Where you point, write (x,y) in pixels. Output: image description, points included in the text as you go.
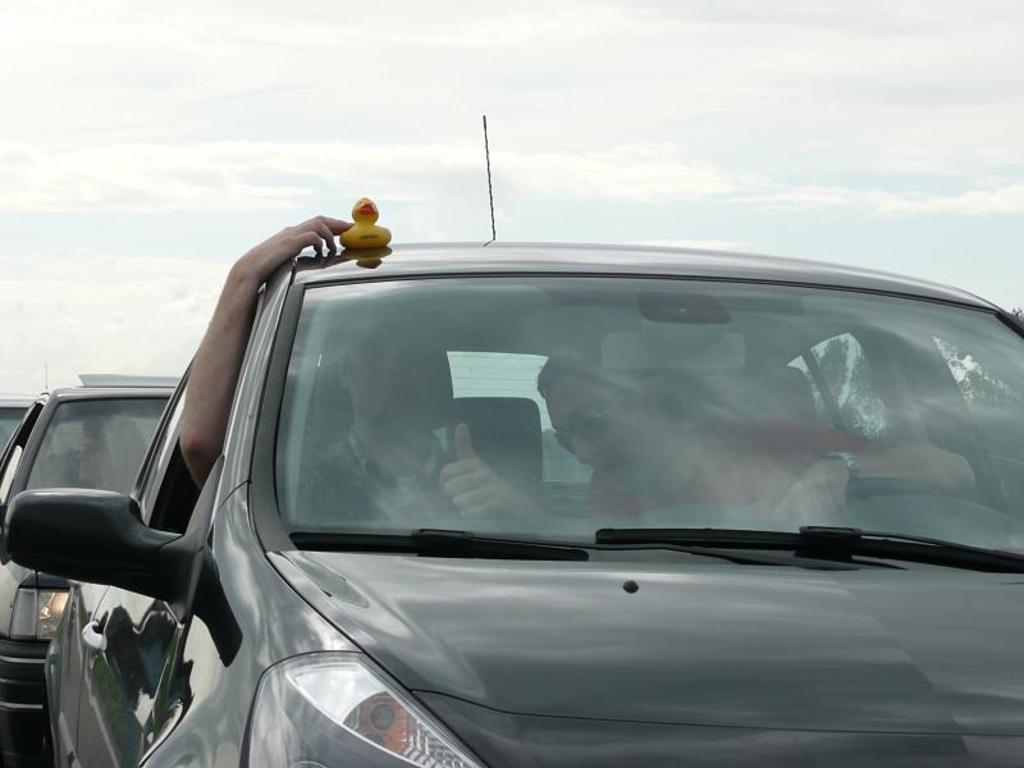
In this picture I can see vehicles (553,505), there are two persons (470,441) sitting inside a vehicle (432,367), there is a person (434,446) holding a toy duck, and in the background (422,153) there is sky (382,122).
